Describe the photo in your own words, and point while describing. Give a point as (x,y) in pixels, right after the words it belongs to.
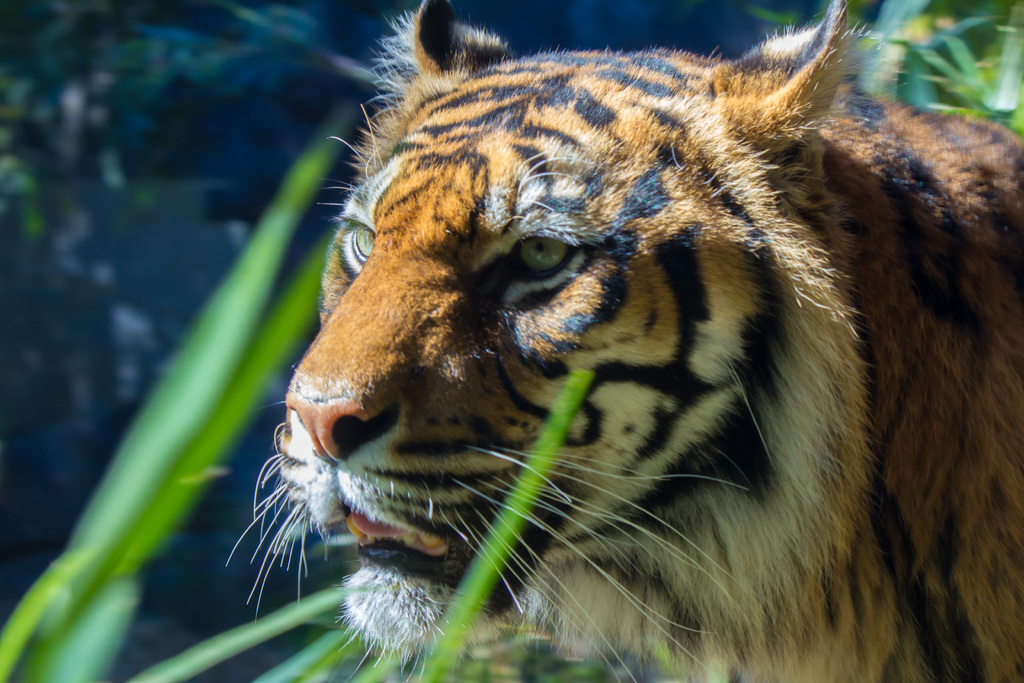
In the center of the image (604,444) we can see a tiger (599,316). In the background (937,46) there are plants (134,565).
